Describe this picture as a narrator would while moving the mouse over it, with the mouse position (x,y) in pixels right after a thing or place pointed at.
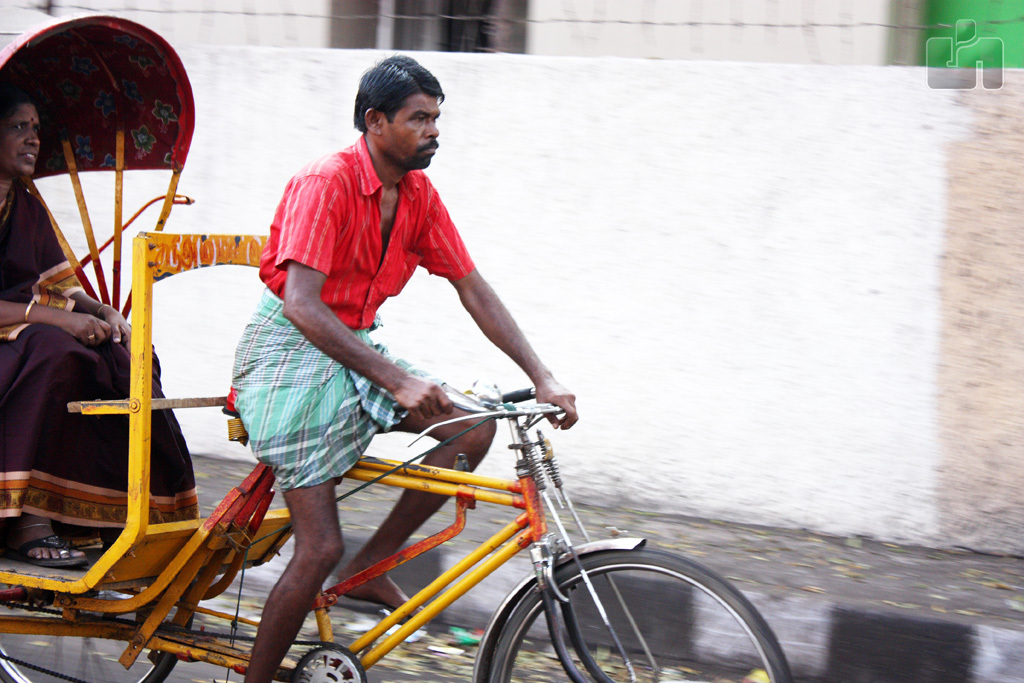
This is a man (298,446) sitting and riding rickshaw (434,468) and here is the woman (21,326) sitting inside the rickshaw (62,144). At background (506,105) this looks like a compound wall (787,229) of the building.
